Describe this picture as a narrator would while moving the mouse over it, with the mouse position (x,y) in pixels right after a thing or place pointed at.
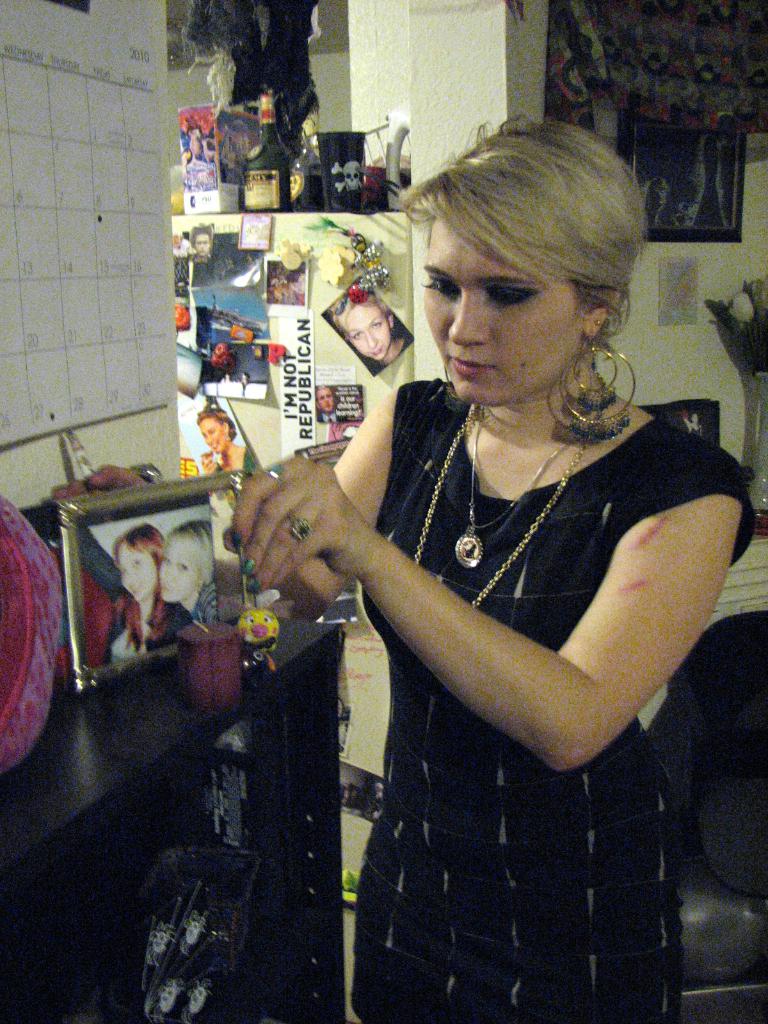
In the center of the image (446,624) we can see a woman (537,599) is standing and she is in a different costume (540,610) and she is holding some object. In front of her, there is a table (183,699), photo frame (152,646) and some objects (167,974). In the background (538,21) there is a wall (544,46), calendar (73,244), posters (264,326), bottles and a few other objects (582,25).
